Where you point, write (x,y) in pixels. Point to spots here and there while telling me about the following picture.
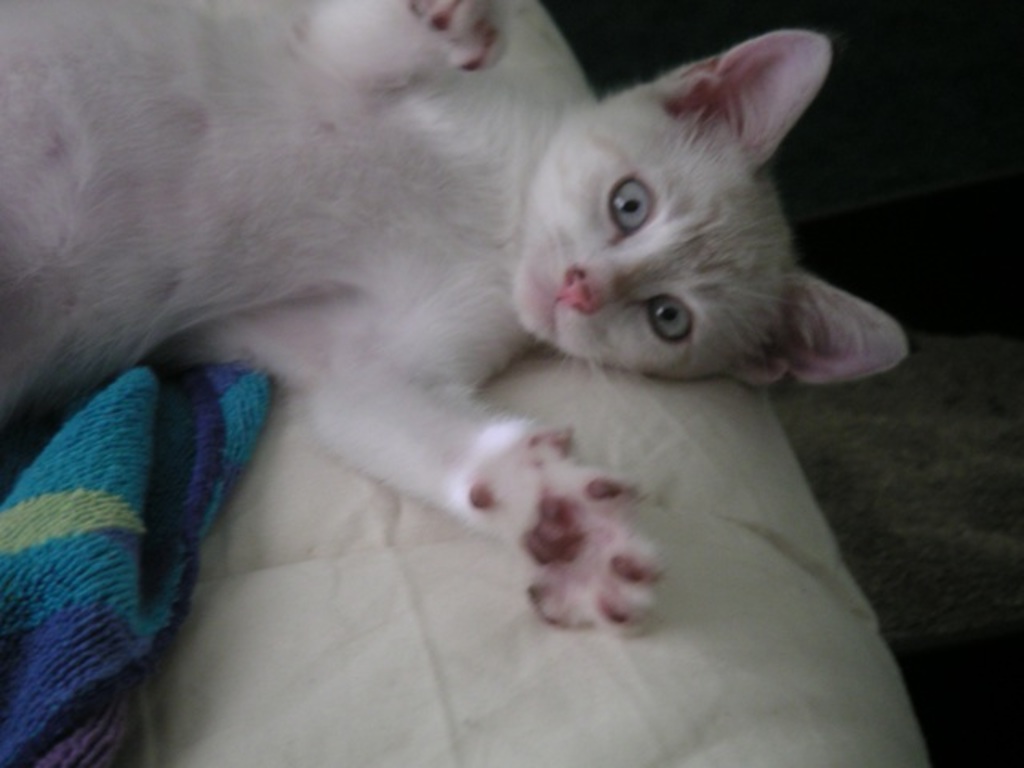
In this image we can see cat (576,322), cloth (129,451) and white object (552,637).
